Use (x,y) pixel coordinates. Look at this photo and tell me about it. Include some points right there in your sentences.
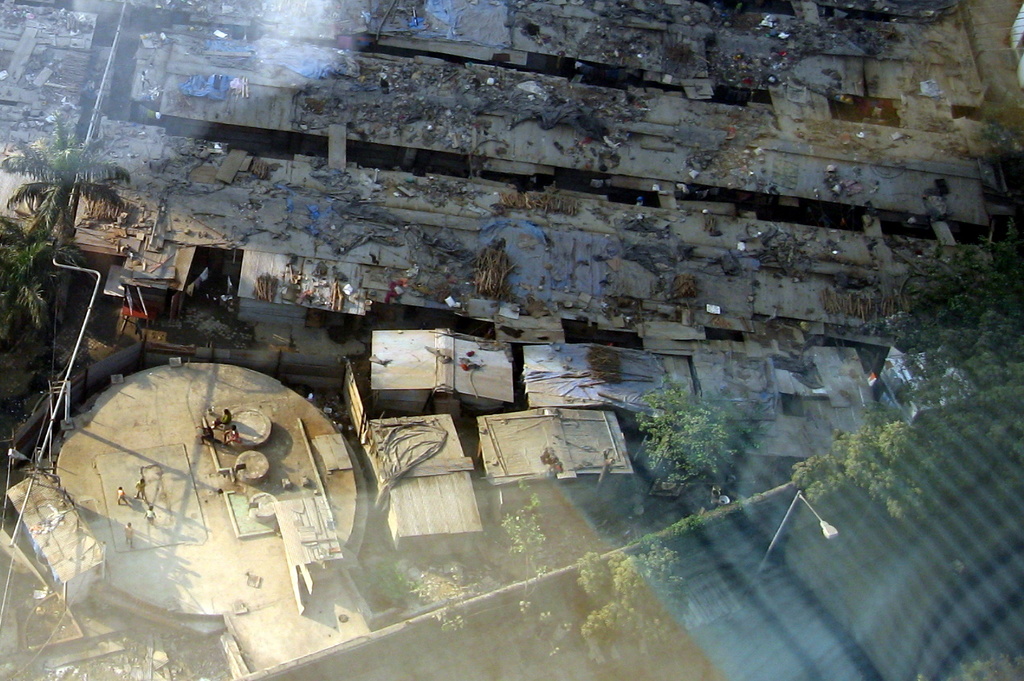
In this image I can see houses (495,385), trees (631,592), creepers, light poles (825,532) and a group of people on the ground (298,457). This image is taken may be during a day.
